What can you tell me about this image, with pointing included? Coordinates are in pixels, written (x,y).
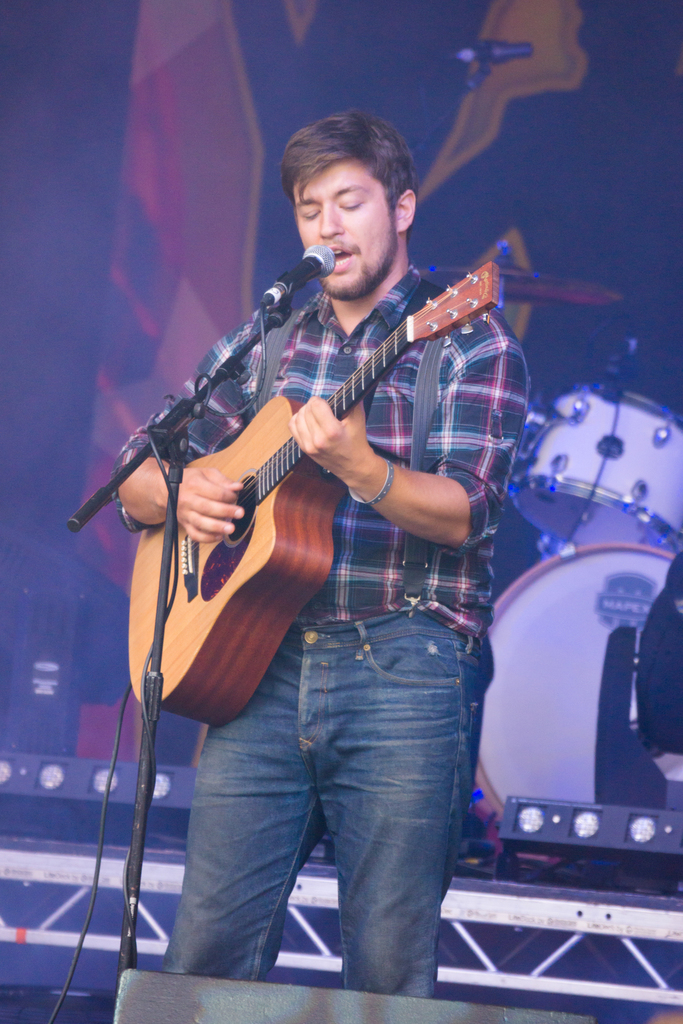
In this image I can see a man (465,605) is standing and holding a guitar (380,366), I can also see a mic (303,284) in front of him. In the background (593,692) I can see a drum set (596,714).
